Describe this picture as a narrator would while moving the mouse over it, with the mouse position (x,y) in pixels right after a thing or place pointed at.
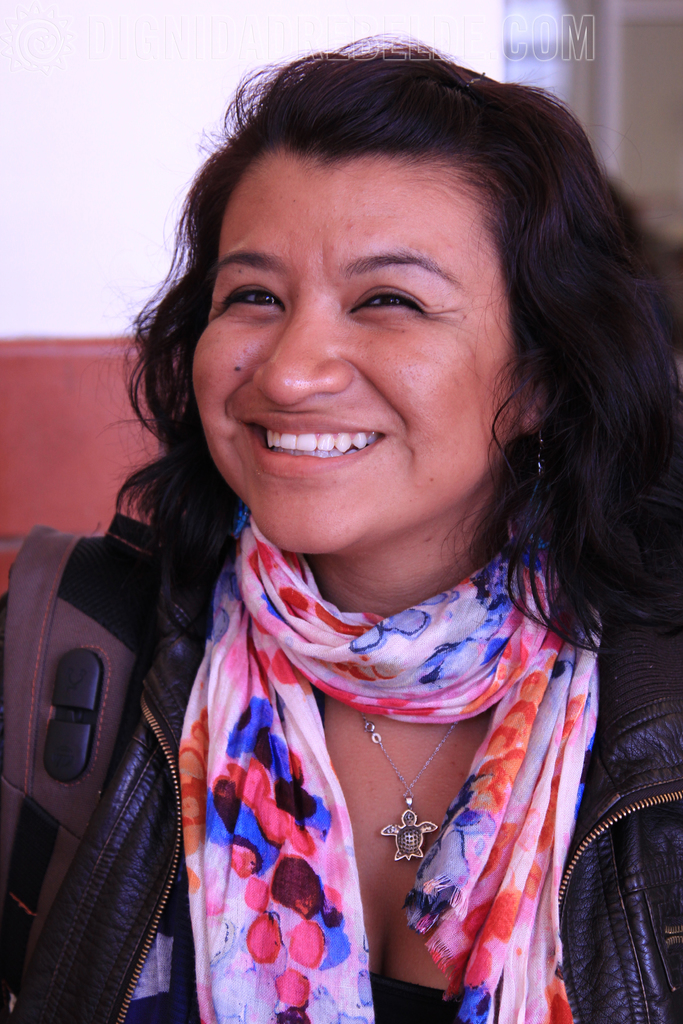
In this image there is a woman (373,689) who is laughing. She is wearing the scarf (223,739) and a jacket (601,818). In the background (38,216) there is a wall (141,170).
